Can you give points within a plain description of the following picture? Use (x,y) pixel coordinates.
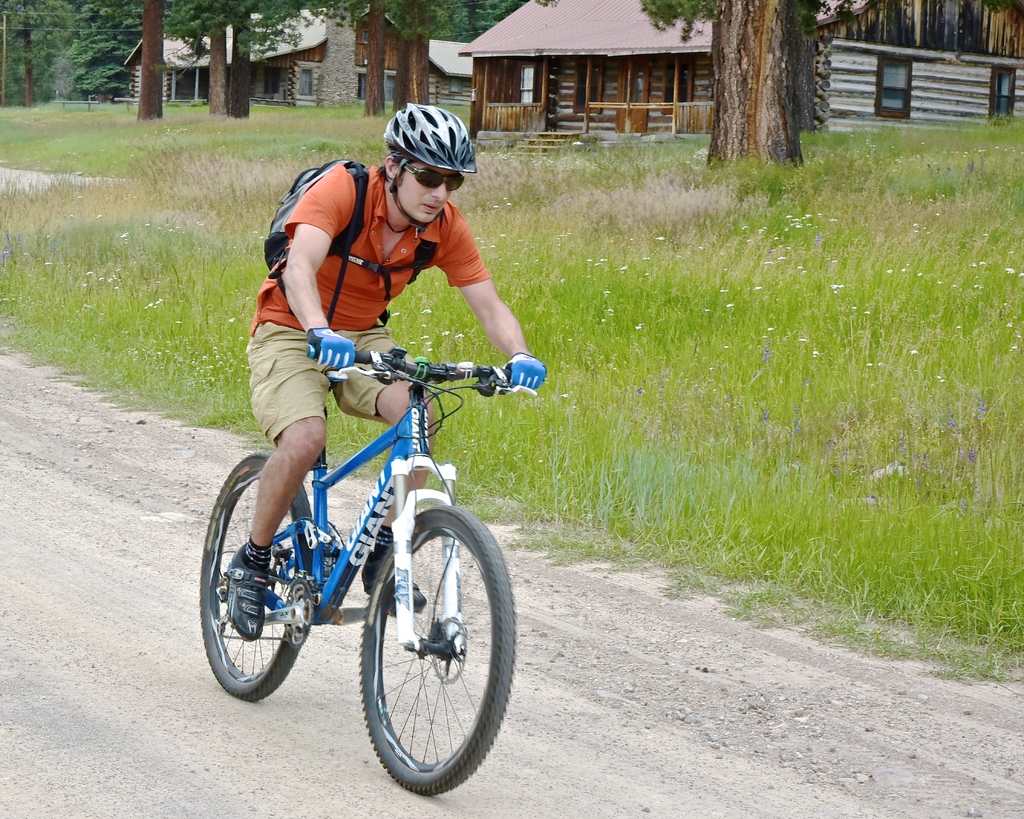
In this image we can see a man (257,333) is riding bicycle (211,642) on the road (142,667). He is wearing a white helmet (428,159), orange T-shirt (353,292) with shorts (295,391) and carrying black color bag (280,257). In the background (1008,231), we can see grassy land (651,210), trees (782,68) and houses (177,68).
